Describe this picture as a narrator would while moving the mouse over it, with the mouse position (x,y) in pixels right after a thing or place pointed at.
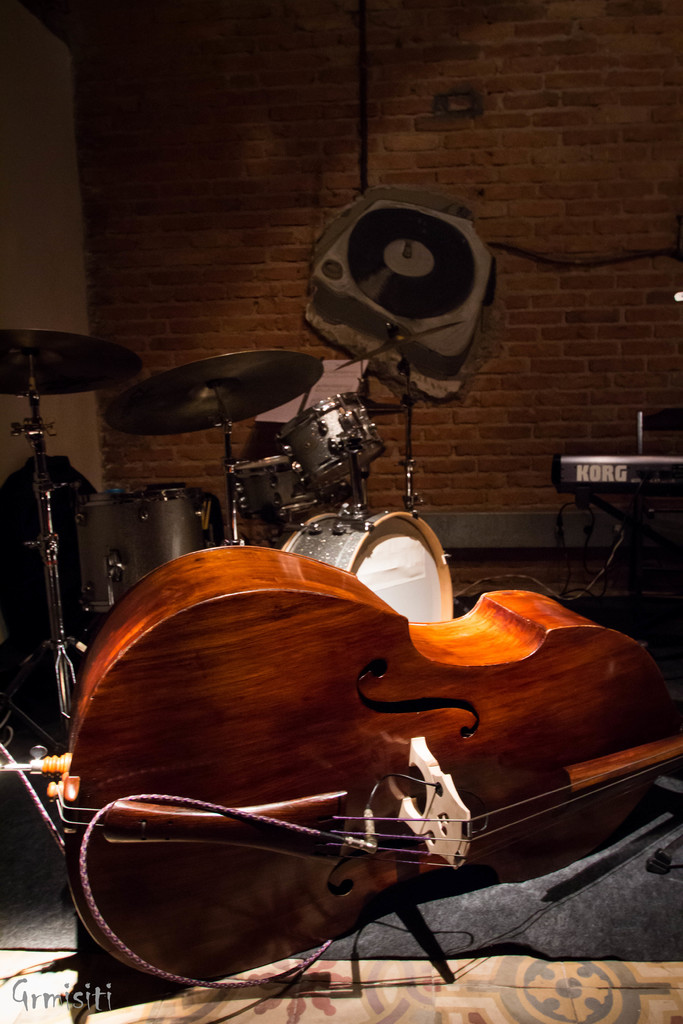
In this picture we can see a double bass (361,782), drums (345,527), keyboard (638,459) and a wall (458,155).
